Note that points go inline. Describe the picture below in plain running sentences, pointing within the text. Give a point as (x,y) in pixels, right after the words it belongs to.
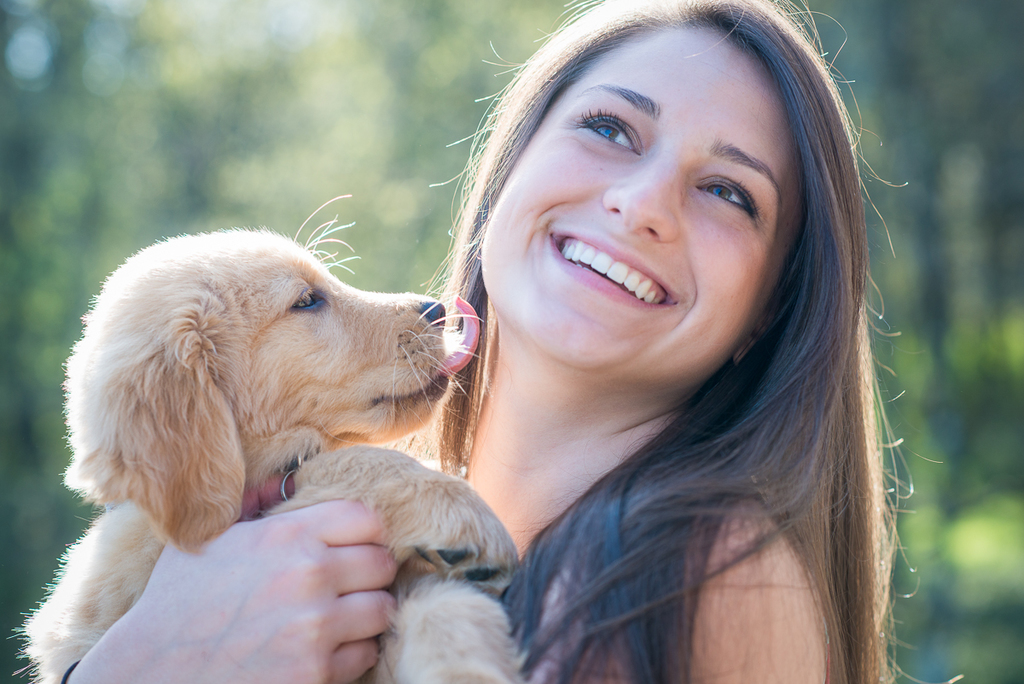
In this image I can see the women (679,543) standing and smiling. She is holding a puppy (330,486) in her hand (203,677). At the background (61,194) looks light green in color.
